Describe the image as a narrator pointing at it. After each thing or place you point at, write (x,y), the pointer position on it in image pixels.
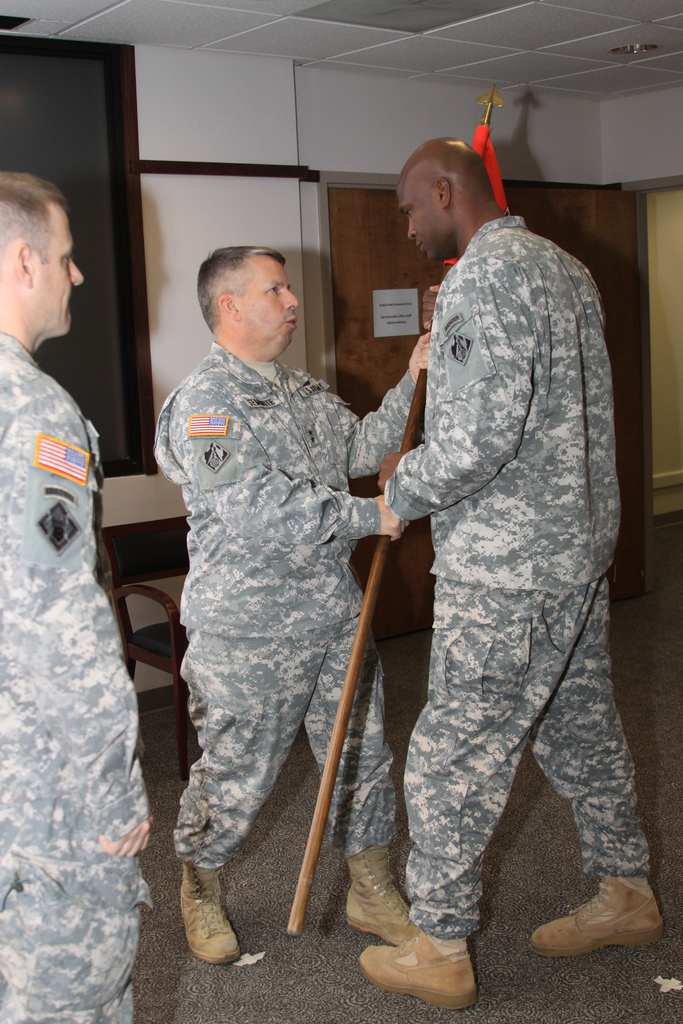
This picture shows the inner view of a room (194,139). There is one window (72,161), one paper (389,309) attached to the wooden door (372,344), one chair (140,548), two objects (250,957) on the surface (600,985), one carpet (649,833) on the floor (260,992), three people (356,691) are standing and two persons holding one flag pole (489,155).
